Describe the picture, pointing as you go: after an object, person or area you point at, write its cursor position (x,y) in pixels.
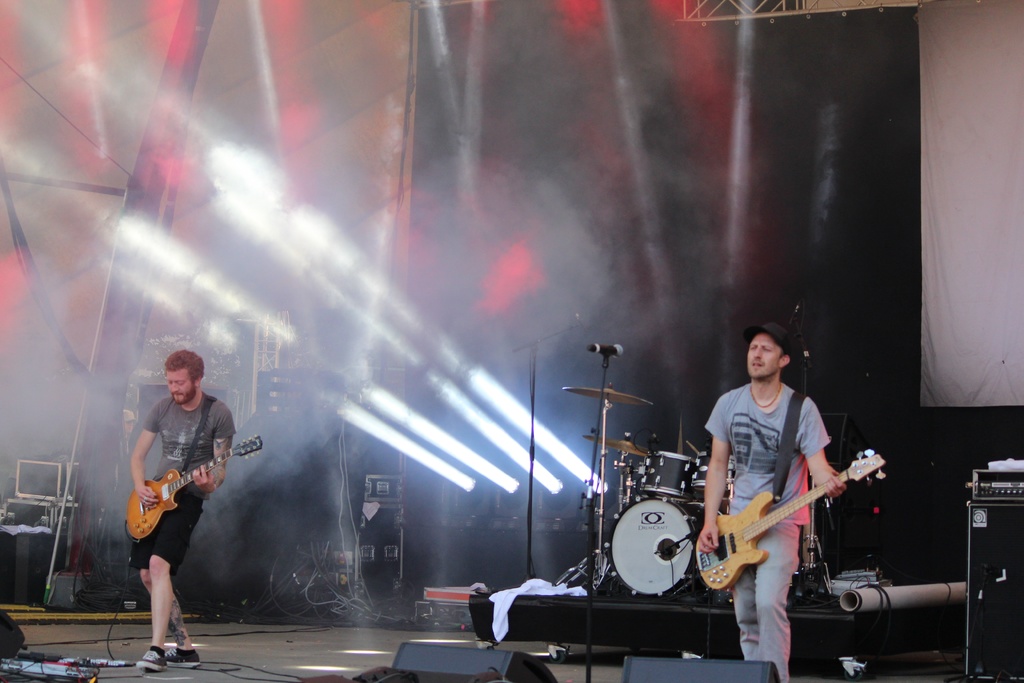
In the left (215,402), a person (216,417) is standing and playing guitar (217,462). In the right (774,333), a person (767,405) is standing and playing a guitar (730,516). Next to that musical instruments (670,515) are kept in front of the mike (614,348). On the top (282,212) lights (300,212) are fixed which are white and red in color. On the stage (379,639) speakers (419,651) are kept. This image is taken in a concert during day time.
